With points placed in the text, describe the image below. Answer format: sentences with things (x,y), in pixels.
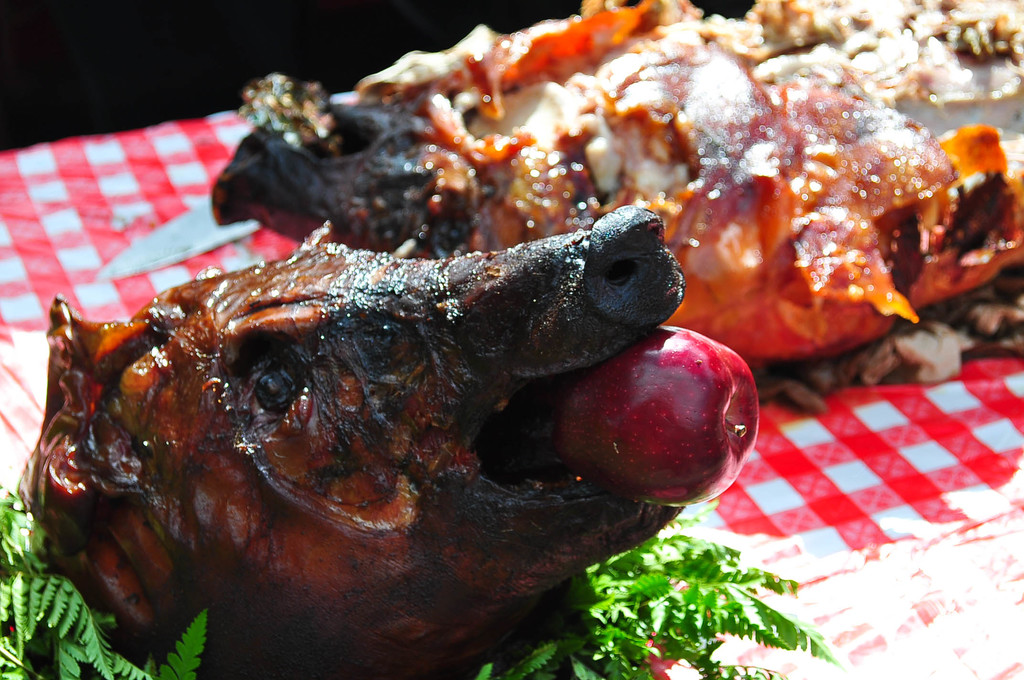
On a table (984,379) there are food items (867,124) such as meat (280,481), apple (624,458) and leaves (30,608).
